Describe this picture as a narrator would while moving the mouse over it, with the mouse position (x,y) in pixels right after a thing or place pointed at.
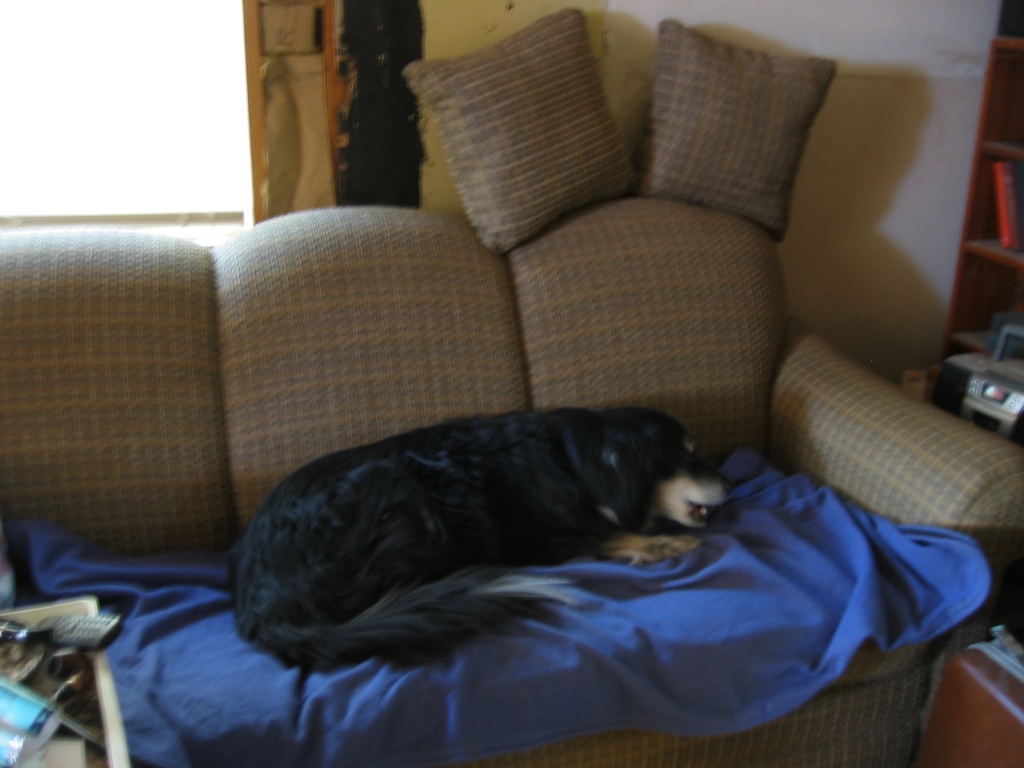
In the picture we can see a sofa (590,387) on the sofa (449,368) we can see a blue carpet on that we can see a black colored dog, on the sofa (431,361) we can find the two pillows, and a wall (930,206).
